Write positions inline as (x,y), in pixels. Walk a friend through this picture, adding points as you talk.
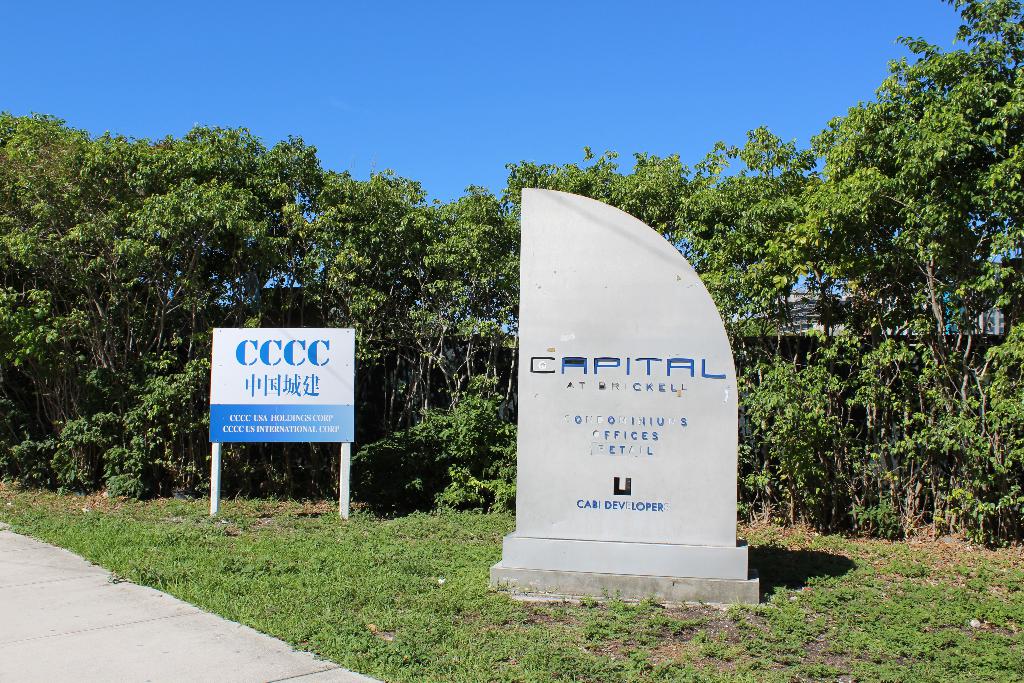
In the image there is a grass surface (512,610) and on that there is a stone (581,389) and on the stone (584,394) there are some names (609,367) and on the left side (319,428) there is a board (277,418), on the board (241,401) there is some text (267,390) and logo (283,352). In the background (50,296) there are trees (300,445).
